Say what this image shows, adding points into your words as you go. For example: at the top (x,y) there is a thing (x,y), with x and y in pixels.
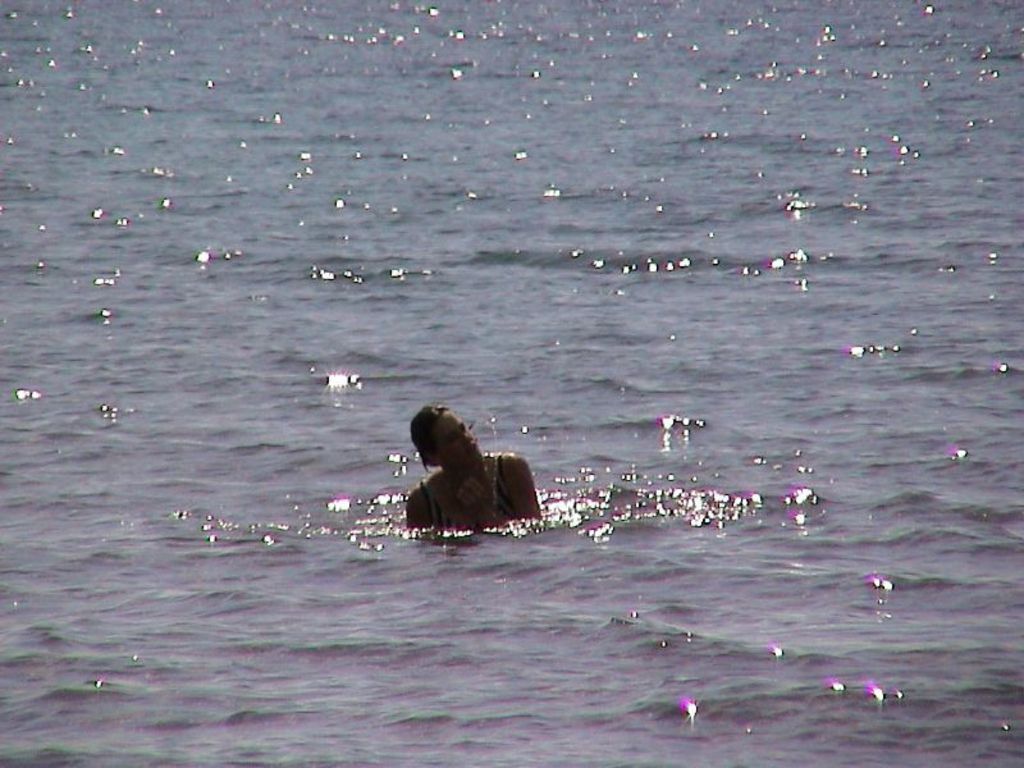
In the foreground of this picture (495,566), there is a woman (488,459) in the water (516,544).
